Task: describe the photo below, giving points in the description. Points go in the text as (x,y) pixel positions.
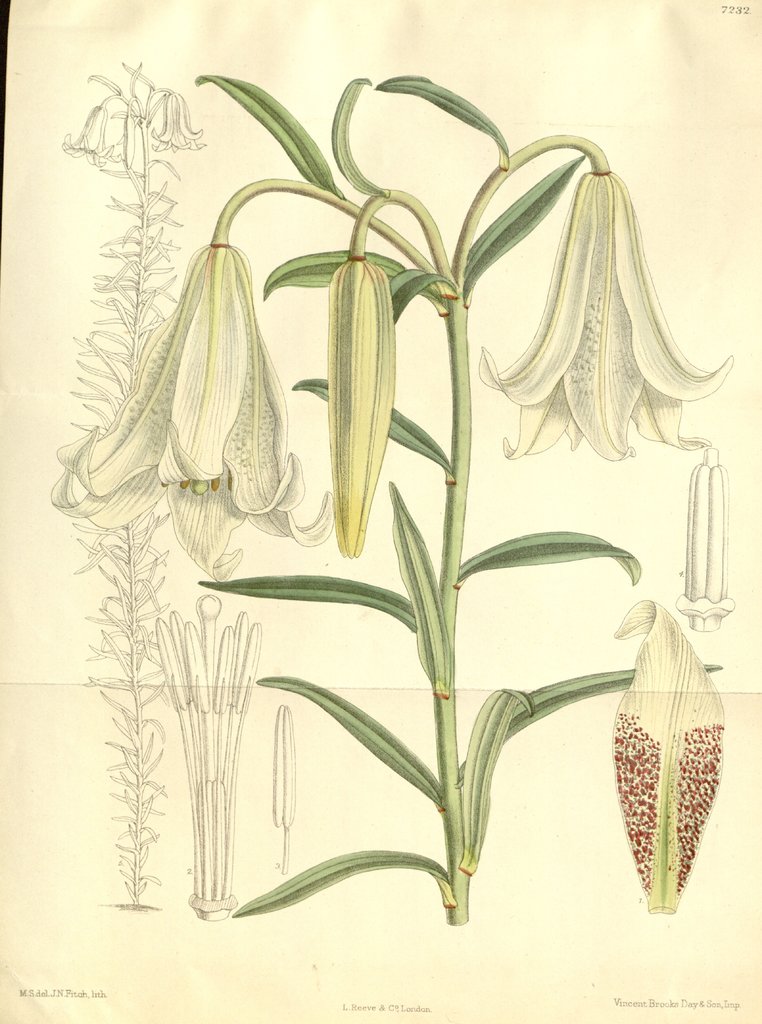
In the image we can see there is a poster (261,527), there are flowers (170,319) and buds (359,323) on the plant (429,282). There are other plant related diagrams (124,665) on the poster (126,569).
